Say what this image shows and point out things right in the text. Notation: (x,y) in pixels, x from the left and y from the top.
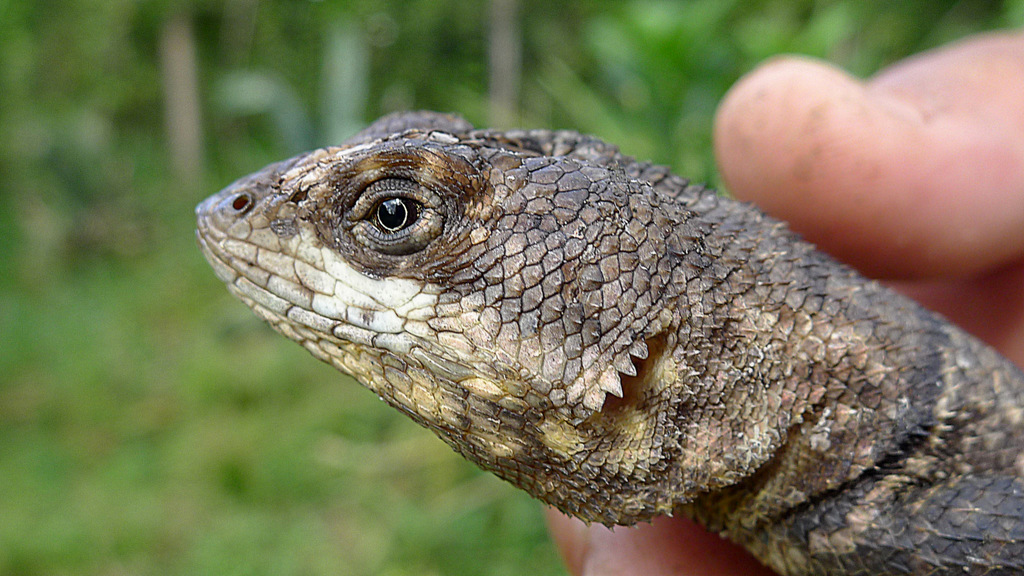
In this picture I can see a person's hand (978,39) holding a reptile (547,318), and there is blur background (109,261).
